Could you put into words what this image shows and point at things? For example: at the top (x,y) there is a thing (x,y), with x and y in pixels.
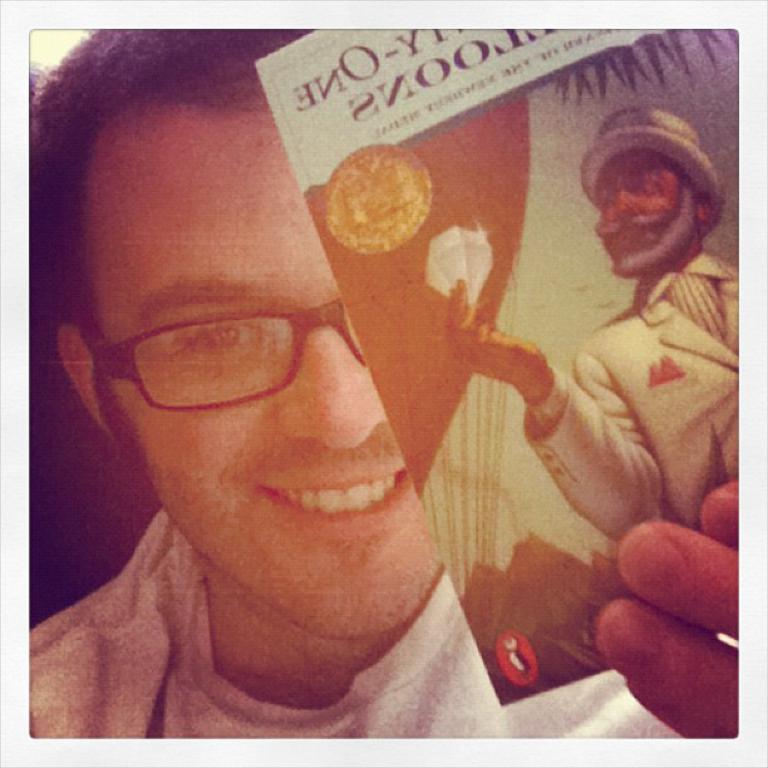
As we can see in the image there is a man (241,377) wearing spectacles (241,377), white color t shirt (321,708) and holding a paper (524,347).
